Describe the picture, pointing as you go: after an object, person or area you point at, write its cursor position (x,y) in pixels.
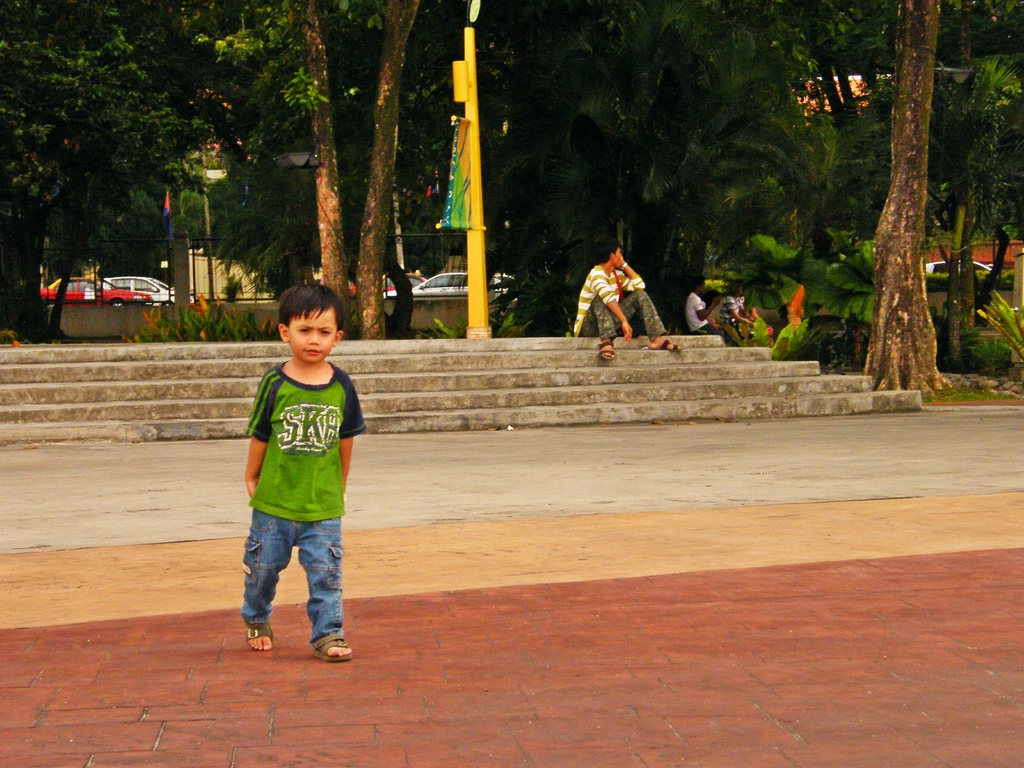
In the background (672,93) we can see the trees (487,82), flag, fence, vehicles (77,295). In this picture we can see the plants (580,276), people (600,272), stairs (410,389), pole (472,311) and a banner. We can see a boy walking on the floor (157,601).
